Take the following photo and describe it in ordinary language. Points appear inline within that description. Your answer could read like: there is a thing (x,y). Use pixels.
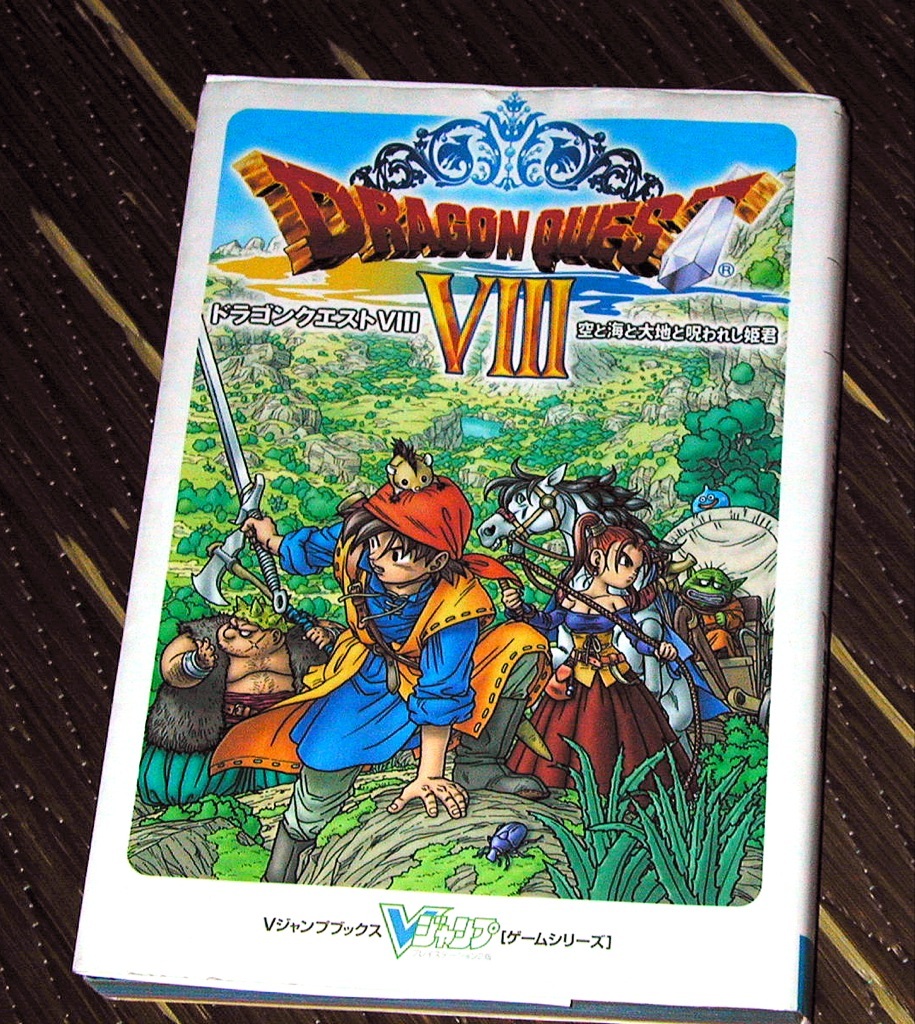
In this image, we can see a book (484,535) with some images (408,486) and text (370,310) on an object (85,645).
